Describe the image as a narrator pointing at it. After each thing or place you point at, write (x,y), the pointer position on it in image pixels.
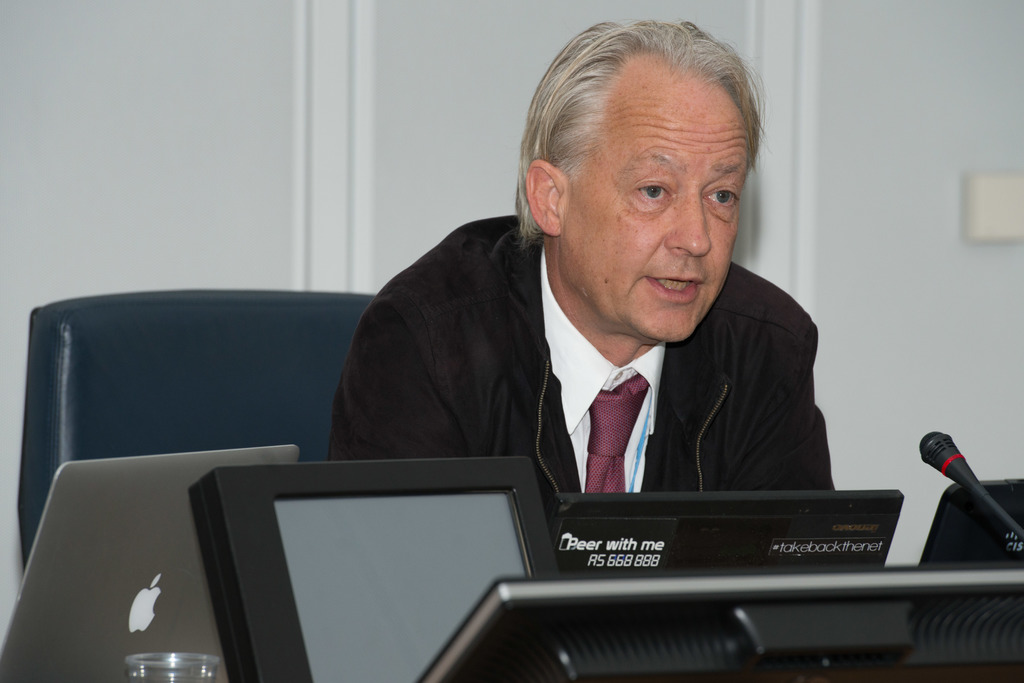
This is the picture of a room (739,195). In this picture there is a person (639,411) sitting and talking. There are laptops (99,559) and devices (587,571) and there is a glass (191,657) and microphone (967,483) on the table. At the back (955,7) there is a wall (1023,273).
